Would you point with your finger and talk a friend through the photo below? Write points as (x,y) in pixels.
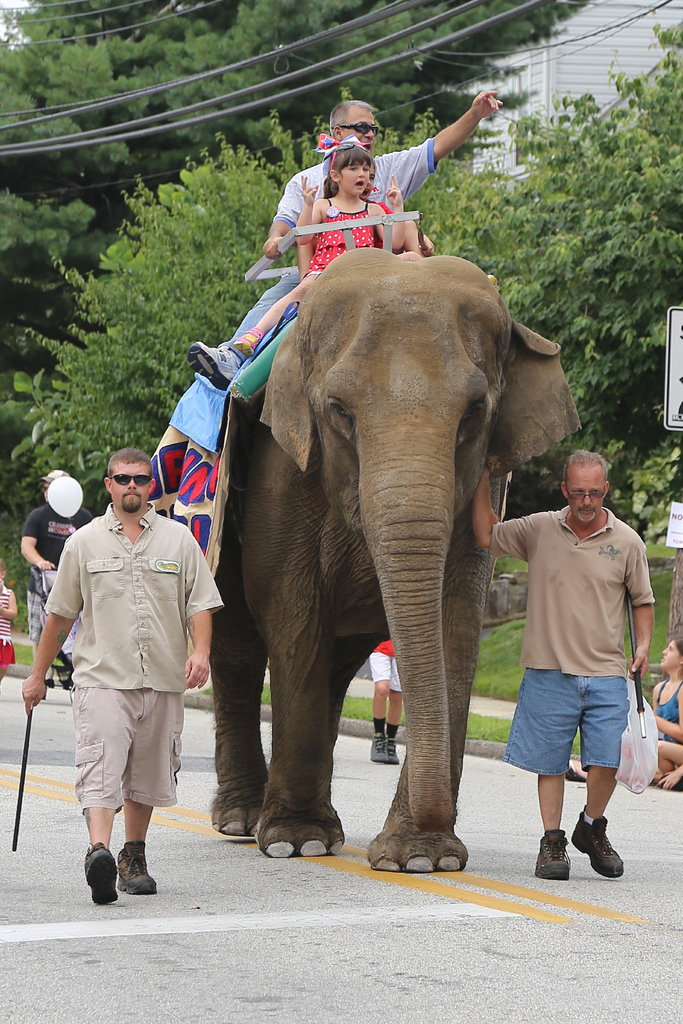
On the elephant (363,388) three persons (361,216) are sitting and this person (134,694) is walking and another person (564,635) is walking, on the top (267,81) there are cable (249,88) and in back (187,274) there are trees (195,264) and a building (554,66).
